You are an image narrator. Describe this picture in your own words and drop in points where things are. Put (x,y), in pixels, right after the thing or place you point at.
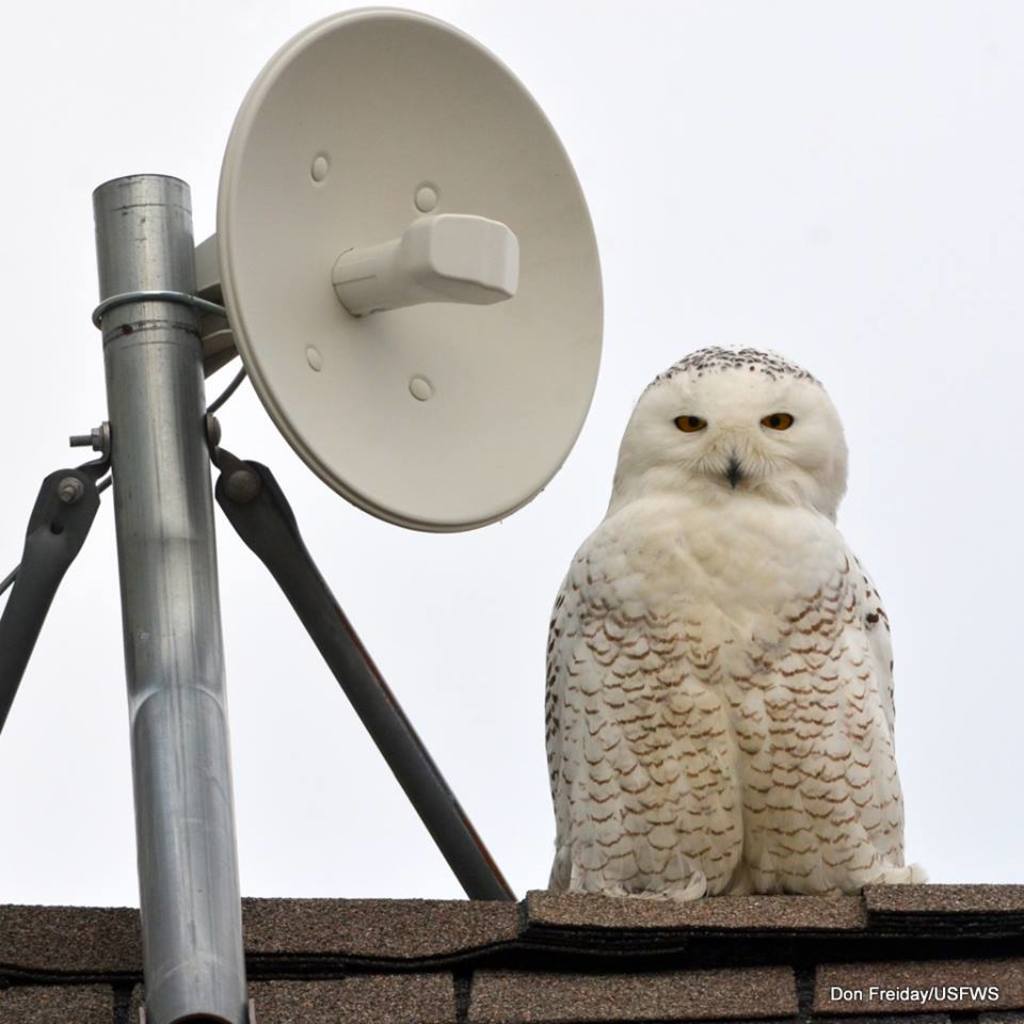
In this image in the center (628,524) there is an owl (766,616), on the left side (168,564) there is one iron rod (168,341) and some object (437,420). At the bottom (370,967) there is a wall (688,962).
